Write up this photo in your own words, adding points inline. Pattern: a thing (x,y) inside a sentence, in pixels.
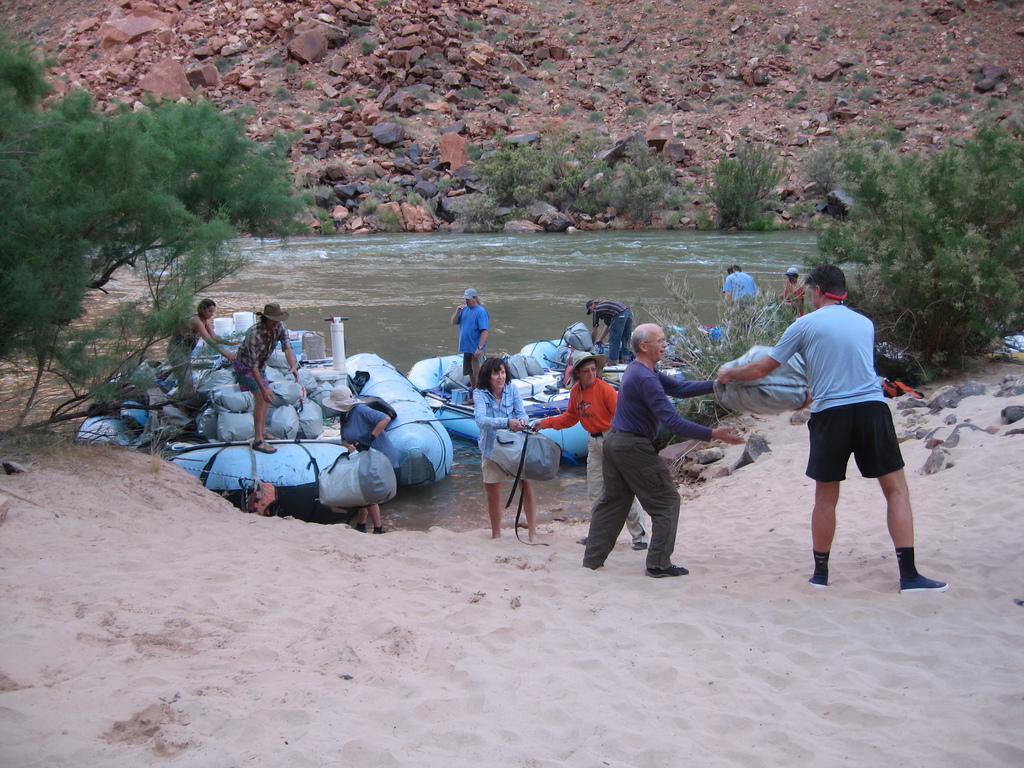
In front of the image there are a few people (610,407) passing some objects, behind them there are a few people (473,290) standing on the objects (192,450) in the water (464,482). Around the water (544,497), there are trees (54,415). In front of the water (505,517), there is sand (616,594). Behind the water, there are rocks (490,124).
